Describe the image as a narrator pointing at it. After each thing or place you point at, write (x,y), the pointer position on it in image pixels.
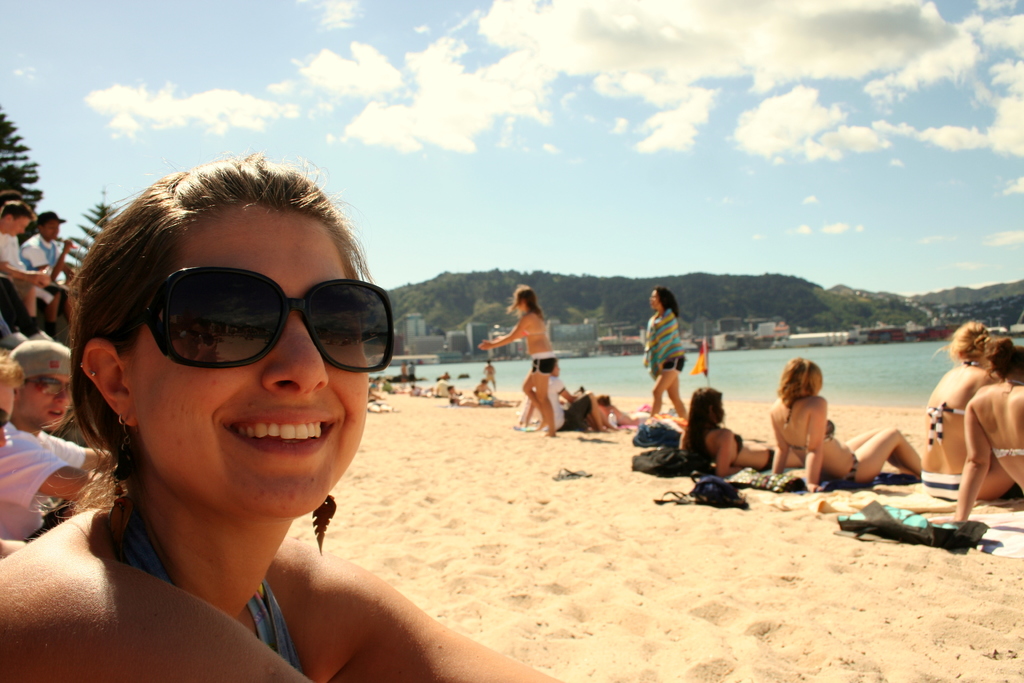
On the left side (286,308), there is a woman (288,364) wearing sunglasses (173,309) and smiling. In the background (986,302), there are persons (28,209) sitting, there are persons (656,387) walking, there is water (721,353), there are buildings (625,326), mountains (513,277) and clouds (841,42) in the blue sky (488,205).
